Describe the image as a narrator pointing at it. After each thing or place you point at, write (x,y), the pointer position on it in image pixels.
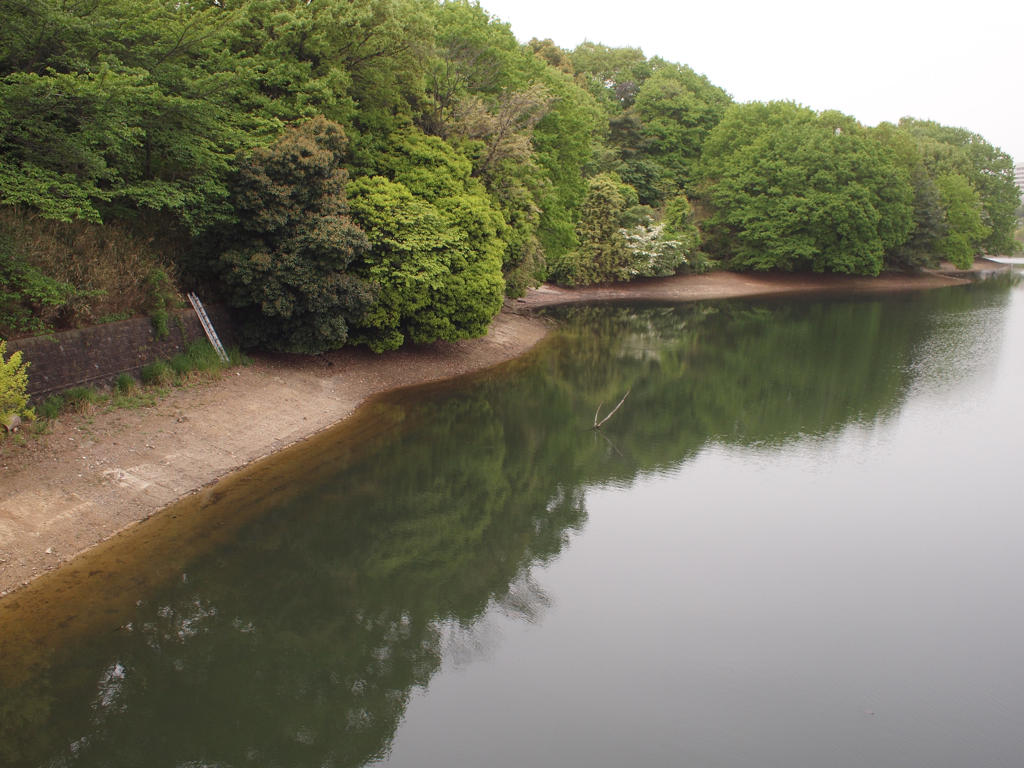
There is a surface of water (632,607) at the bottom of this image (571,626) and there are trees (496,266) in the background (683,189). We can see sky (891,85) at the top of this image (753,48).
